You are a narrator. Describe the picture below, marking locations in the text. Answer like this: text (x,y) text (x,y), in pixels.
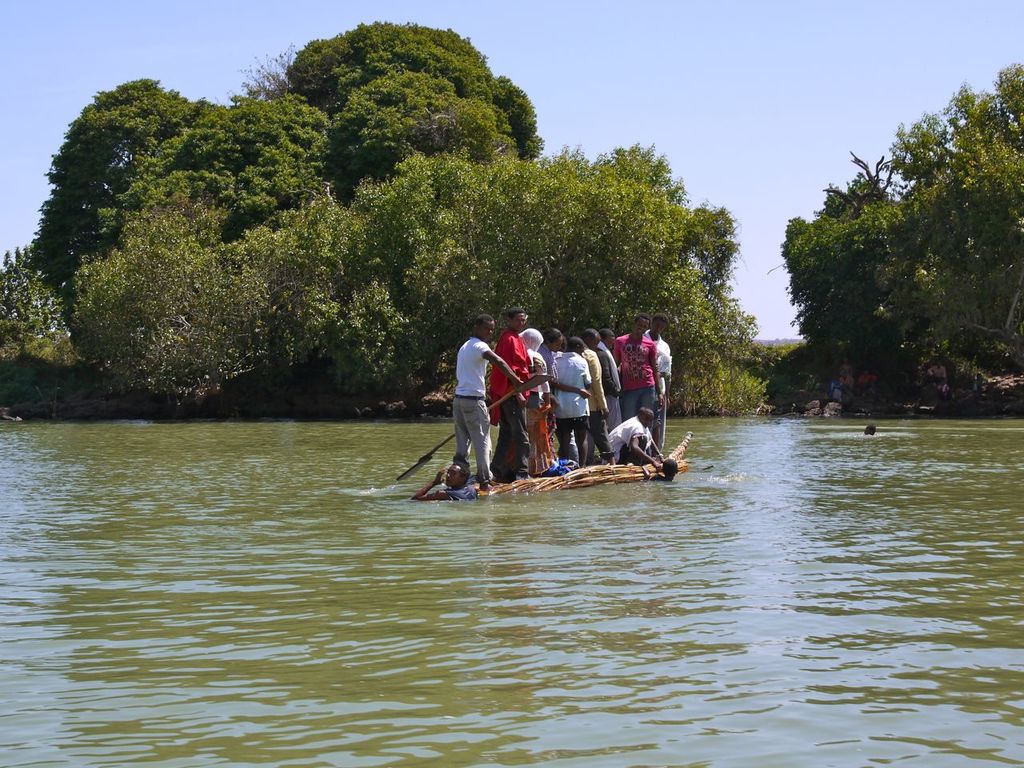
In this picture, we see many people (560,340) standing on wooden boat (527,482). Behind that, we see many trees (496,262). On top of picture (540,44), we see sky (664,103) and this boat (489,492) is sailing in water (632,605).
